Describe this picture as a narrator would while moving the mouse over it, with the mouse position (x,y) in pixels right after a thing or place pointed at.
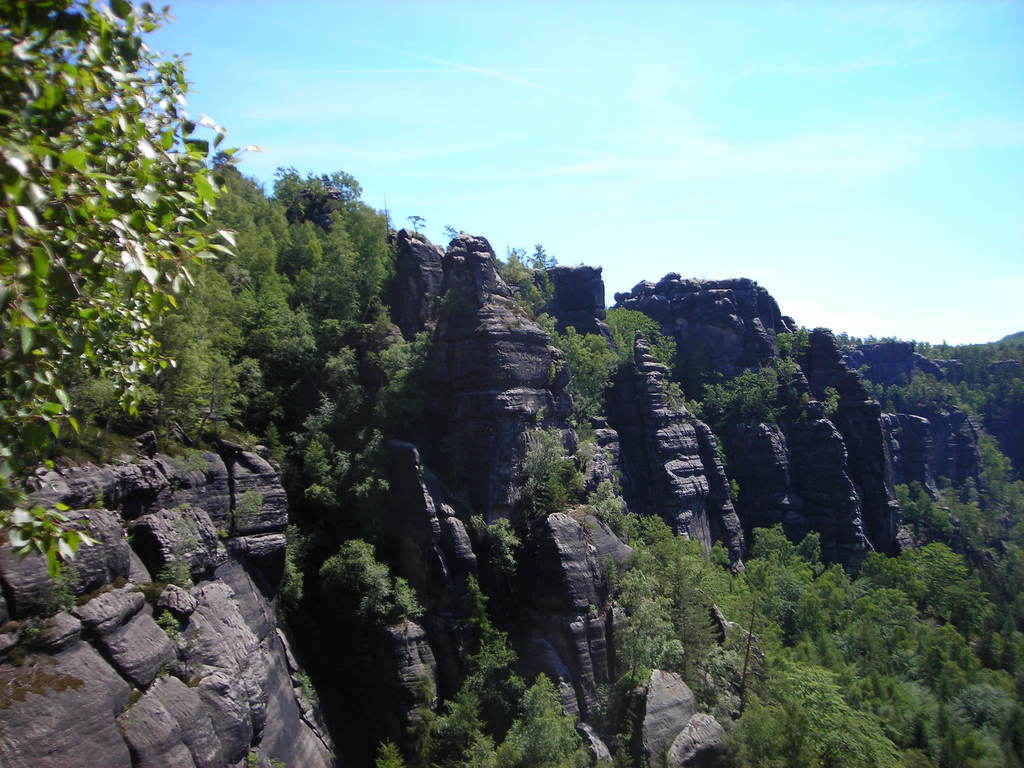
In the image there are huge hills (205,494) and in between the hills (224,657) there are many plants (352,409).
